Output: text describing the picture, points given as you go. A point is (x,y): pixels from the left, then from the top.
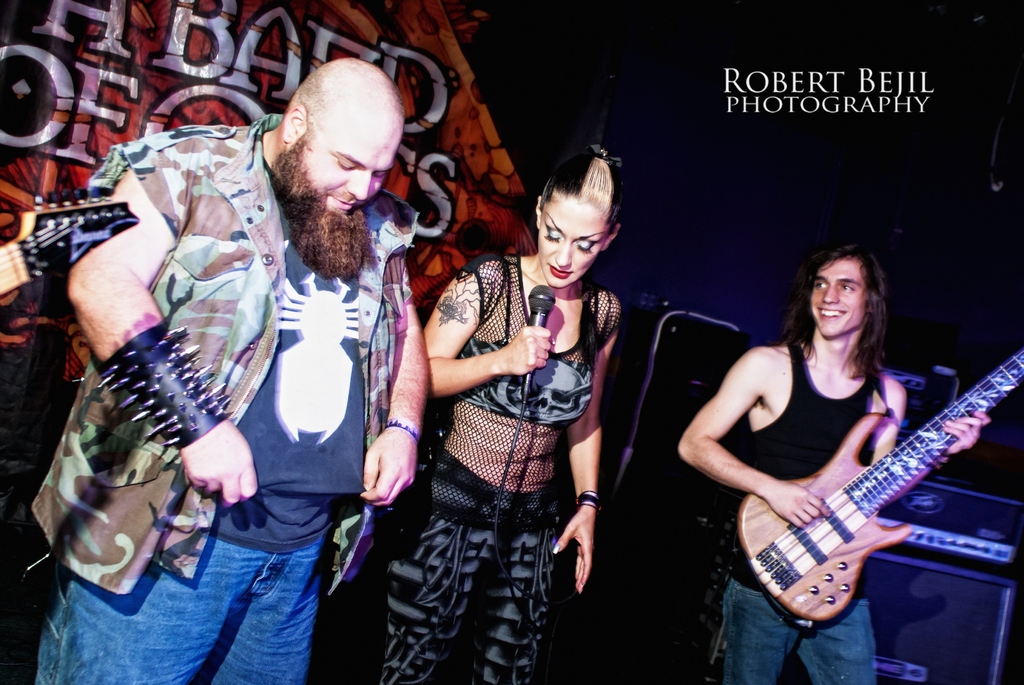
In this image i can see 2 men (361,404) and a woman (594,458) standing on the stage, the man (835,622) on the right side (848,549) is holding a guitar (832,559) and the woman (518,463) is holding a microphone (542,319). In the background (189,65) i can see a banner (184,77), a speaker (672,458) and a musical system (921,526).
